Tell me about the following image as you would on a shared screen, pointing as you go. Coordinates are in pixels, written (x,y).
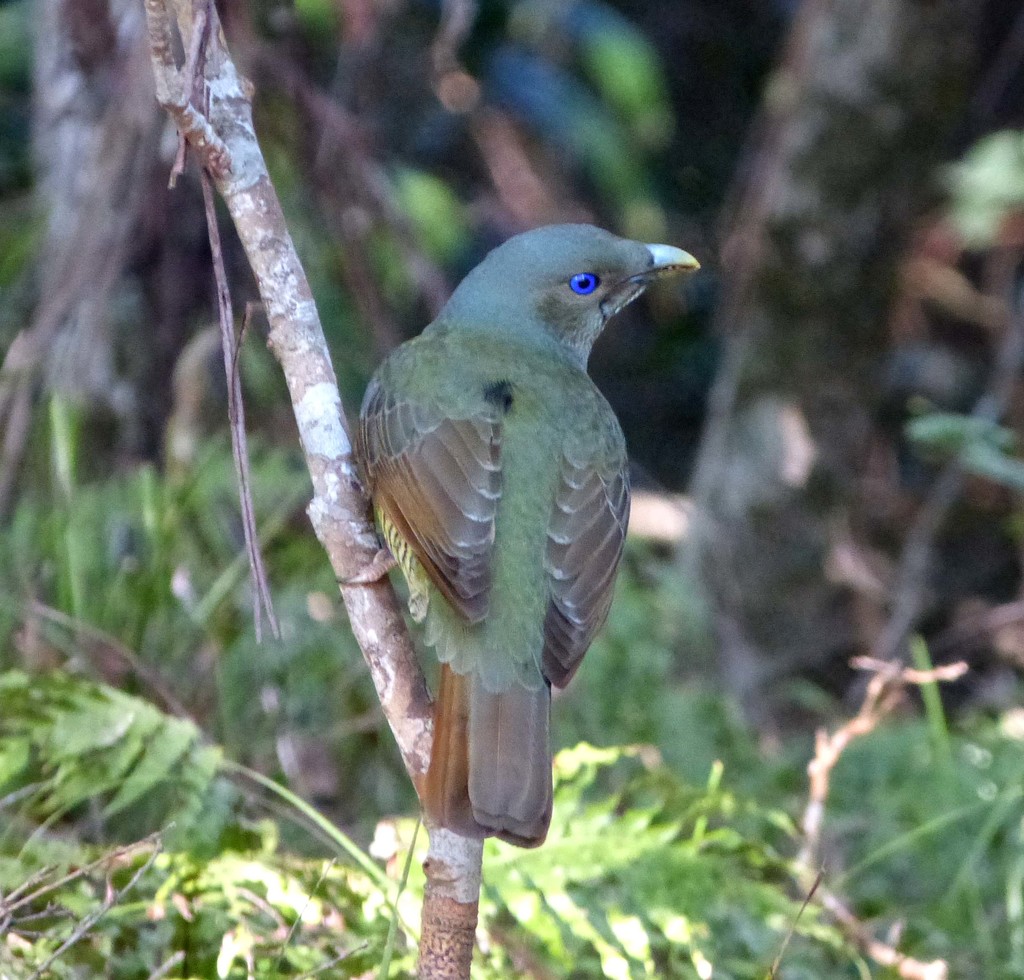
In the image we can see a bird (531,499) sitting on the stem (346,526). Here we can see the leaves (667,799) and the background (462,141) is blurred.
